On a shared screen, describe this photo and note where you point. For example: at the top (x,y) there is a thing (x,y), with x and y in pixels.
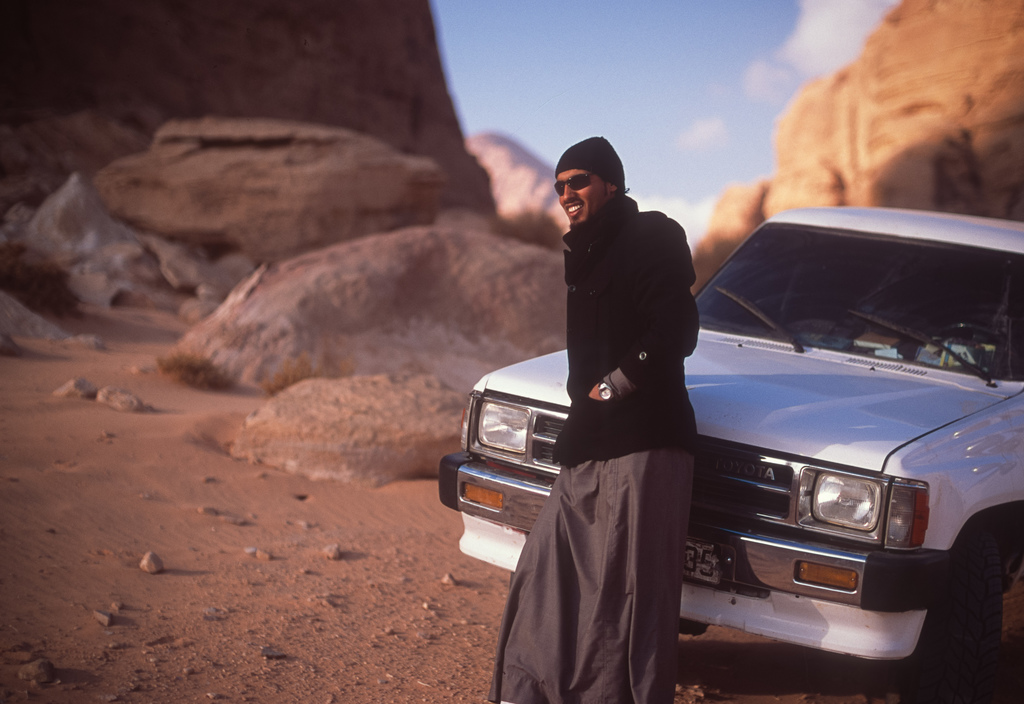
In this image, we can see a person (618,366) in front of the car (742,501). This person (629,373) is wearing clothes (631,397) and sunglasses (576,188). There is a rock (307,152) in the top left (297,48) and in the top right of the image (940,157). There is a sky (584,93) at the top of the image (570,27).
